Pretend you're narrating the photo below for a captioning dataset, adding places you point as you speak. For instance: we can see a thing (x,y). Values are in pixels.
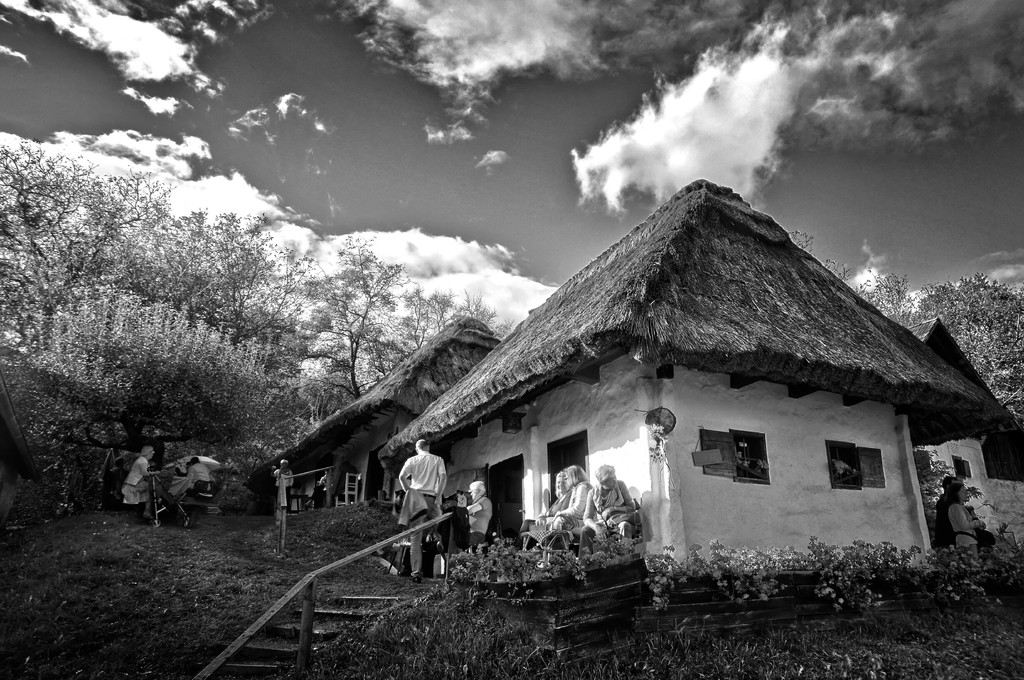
In this image we can see a black and white picture of few houses (595,415) and people (585,498) near the house (535,385) and there are stairs (281,643) with railing (308,598), there are few plants (805,562) in front of the house (702,481), there are few trees (332,400) and the sky (459,179) with cloud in the background (476,135).
